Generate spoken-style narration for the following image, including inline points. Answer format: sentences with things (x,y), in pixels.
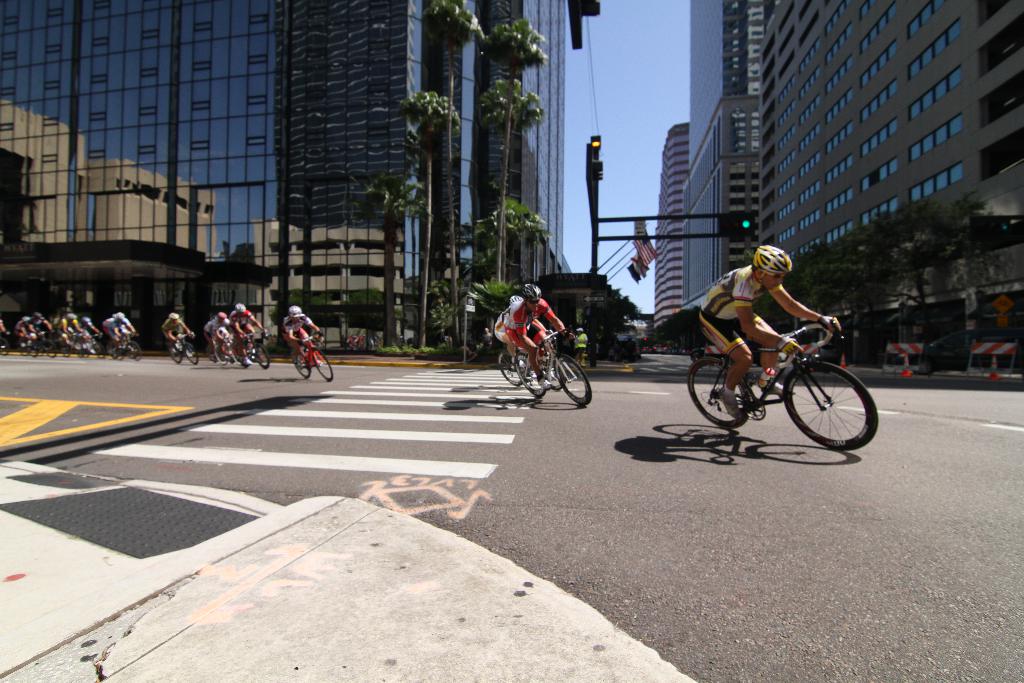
This image consists of many people (520,349) riding bicycles (794,334). At the bottom (361,476), there is a road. On the left (227,70) and right, there are buildings (529,187). In the middle (507,234), there are trees (518,206) and a traffic pole (692,218). At the top (637,58), there is a sky (637,68).
